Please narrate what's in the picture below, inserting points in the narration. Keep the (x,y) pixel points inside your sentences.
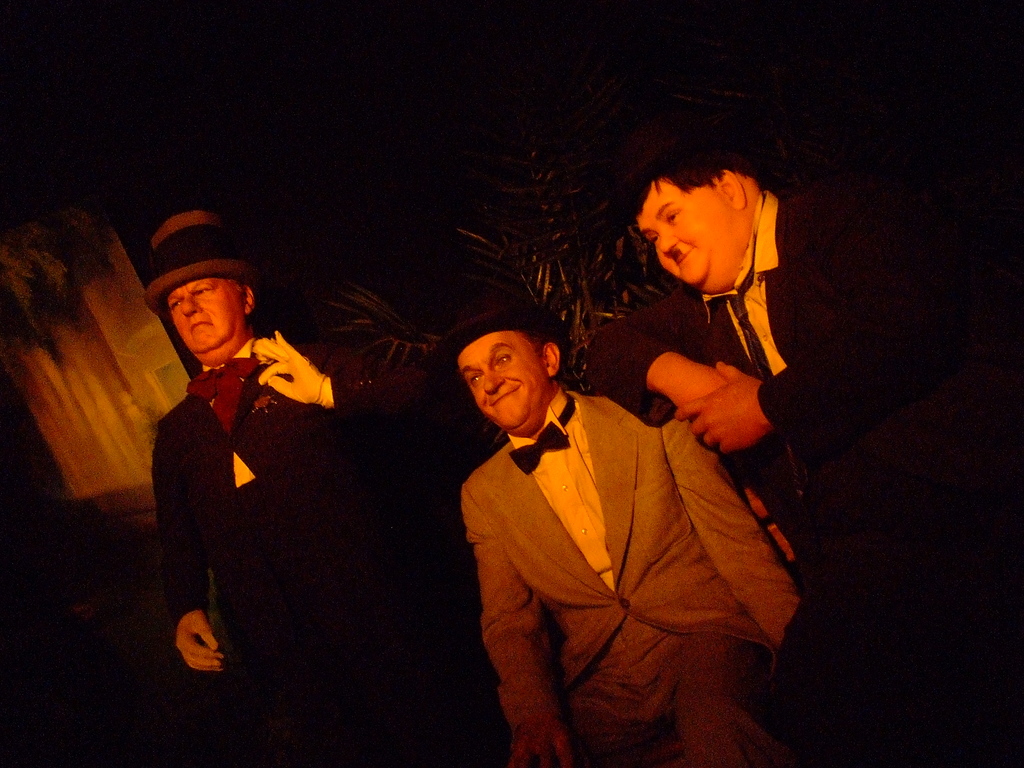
Here we can see three, the left person (267,524) is standing and the other two are sitting. In the background (332,333) the image is dark but we can see plants (464,248).
